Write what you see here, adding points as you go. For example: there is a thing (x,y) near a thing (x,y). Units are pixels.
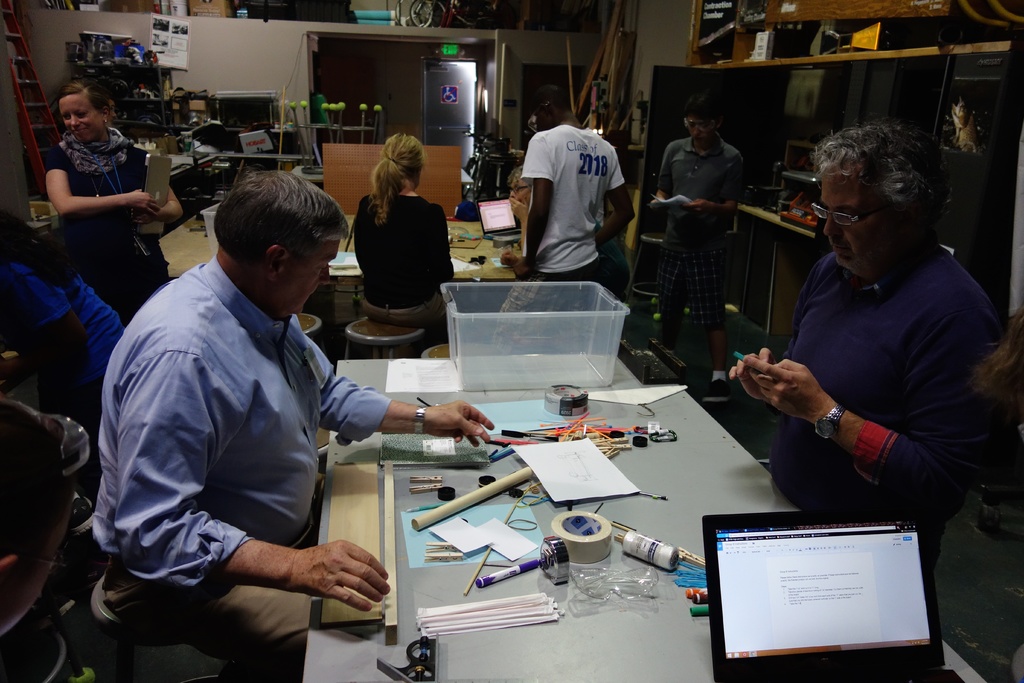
In this image we can see two men (201,379). One man (201,379) is sitting on stool (167,635) and other man (834,465) is standing. In front of them one table (496,667) is there. On table (592,656) container (528,348), laptop (800,661), plaster (591,538), markers (520,569), paper (561,465) and so many things (479,506) are there. Behind them people (57,322) are standing and sitting and one more table (478,249) is there. On table (464,253) so many things (477,262) are present with one laptop (497,214). Background of the image (15,84) ladder (17,98), wall (231,53), rack (746,93) and wooden things (624,40) are there. In rack (768,120) things (711,28) are arranged.
